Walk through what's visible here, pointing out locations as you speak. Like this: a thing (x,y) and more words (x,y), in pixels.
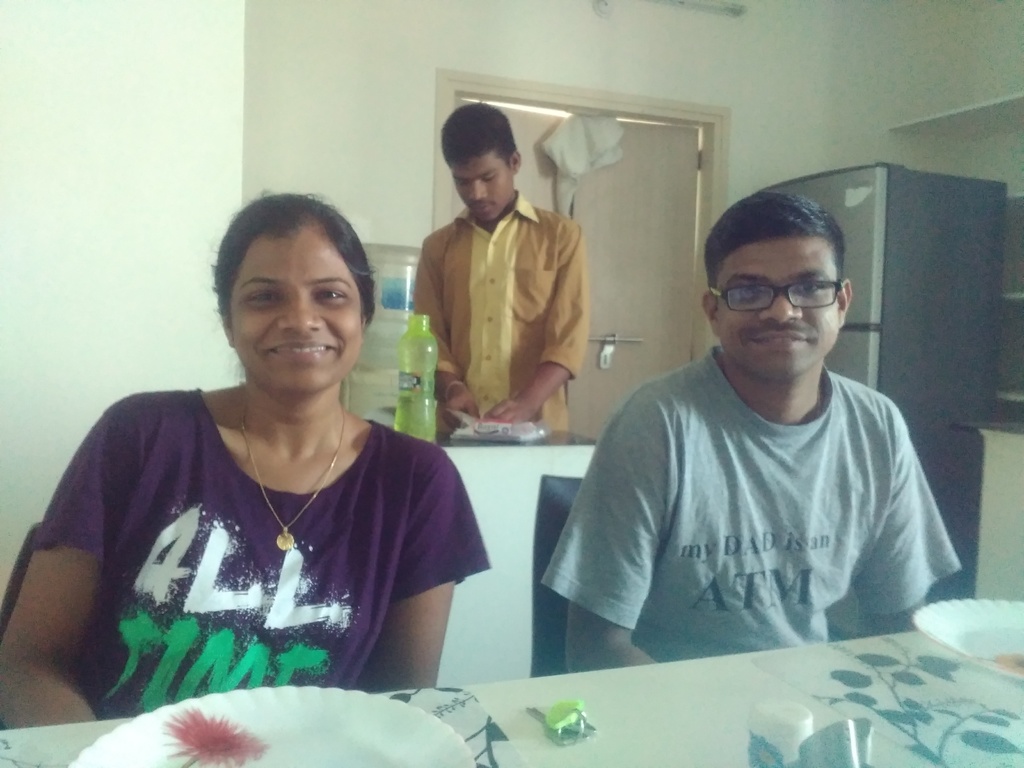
This picture is clicked inside the room (241,182). Here, we see the woman (373,465) in purple T-shirt (273,539) and the man (621,560) in grey T-shirt (611,553) are sitting on the chairs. In front of them, we see a table (661,702) on which plates (366,710) are placed. Behind them, we see a counter top (493,436) on which water bottle (429,429) is placed. Behind him, we see a white wall (354,132), door (628,191) and the refrigerator (889,258).
